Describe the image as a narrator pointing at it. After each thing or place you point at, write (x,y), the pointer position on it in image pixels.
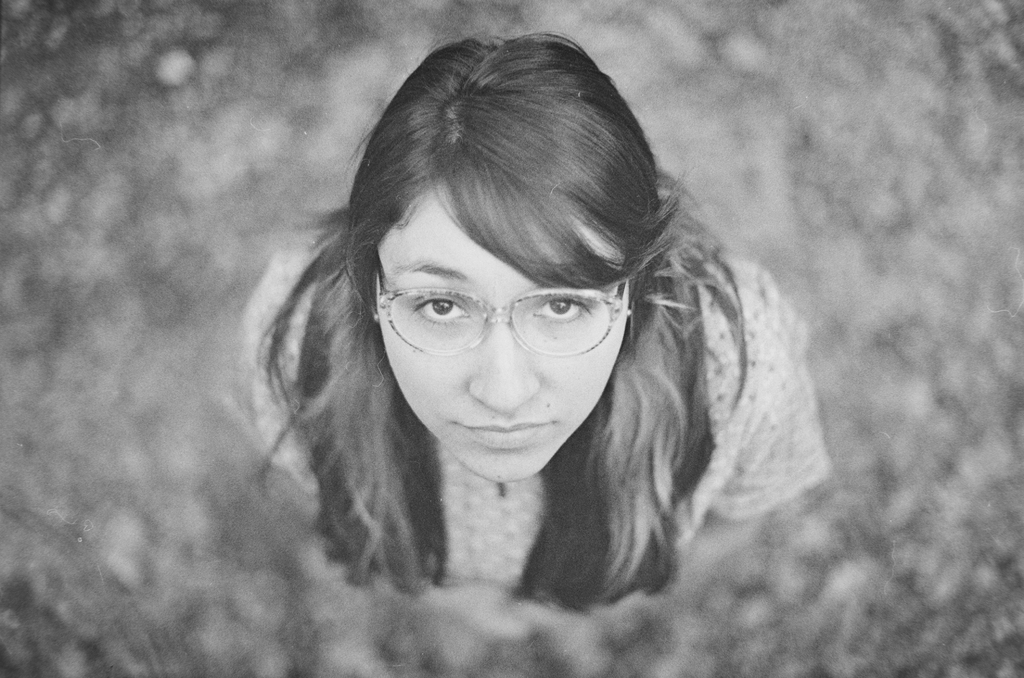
In this image I can see the black and white picture of a woman (513,343) wearing dress (495,511) is standing and I can see she is wearing spectacles (456,327). In the background (41,63) I can see few blurry objects (145,222).
